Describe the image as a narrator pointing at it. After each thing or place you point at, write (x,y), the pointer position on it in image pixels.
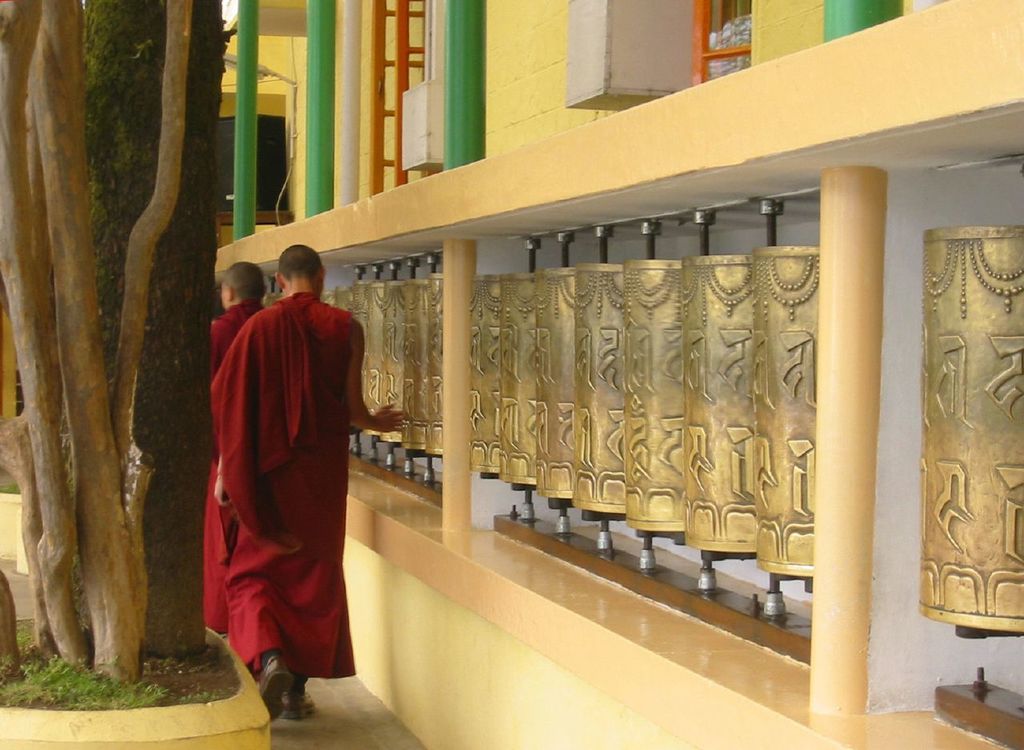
In the image there are two people (280,369) walking and on the left side (82,321) there are trees (119,360), beside them there are some objects (427,312) and above the objects (358,284) there is a building (713,58).
